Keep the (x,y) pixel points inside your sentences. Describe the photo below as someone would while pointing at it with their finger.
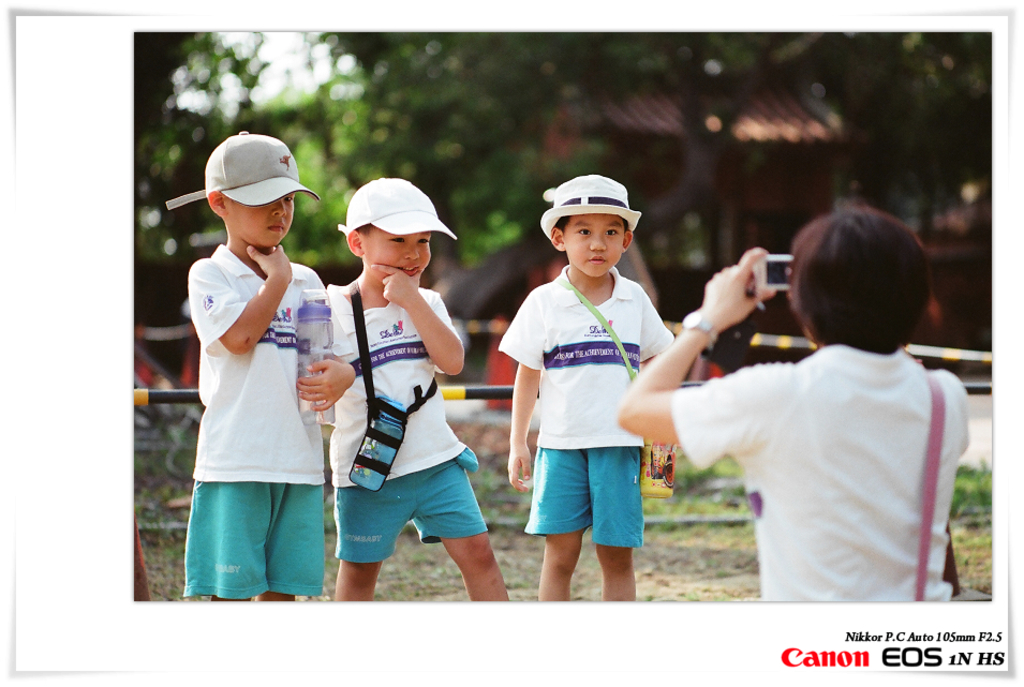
Background of the picture (950,99) is blurry and we can see the trees (810,74), rooftop (814,125). In this picture we can see the children (604,428) wearing the caps (584,213) and giving pose. We can see the water bottles (376,450), poles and green grass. On the right side of the picture (966,422) we can see a person (930,558) holding a camera (774,273). In the bottom right corner of the picture (806,668) we can see watermark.
